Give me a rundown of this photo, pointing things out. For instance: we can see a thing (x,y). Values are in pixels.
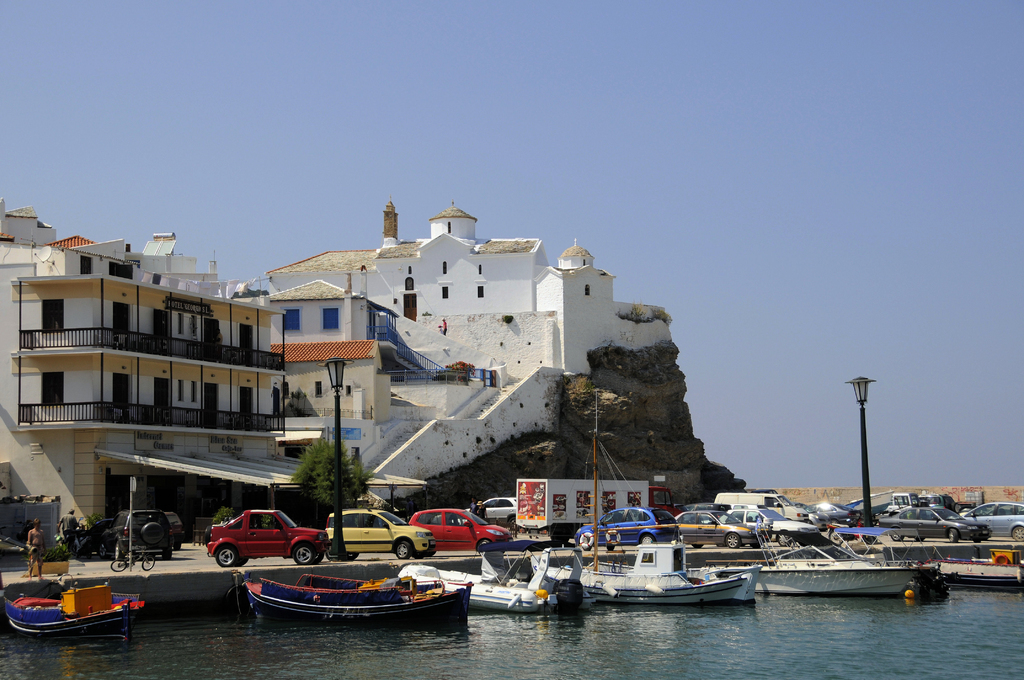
In this image in the center (628,381) there are some buildings (231,370) and mountains (683,464), and also we could see some vehicles (241,553) on the road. At the bottom (488,662) there is a harbor (858,614), in that harbor (261,620) there are some boats (66,619) and there are some poles (865,443) and lights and some persons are walking. At the top of the image (441,203) there is sky (609,226).
